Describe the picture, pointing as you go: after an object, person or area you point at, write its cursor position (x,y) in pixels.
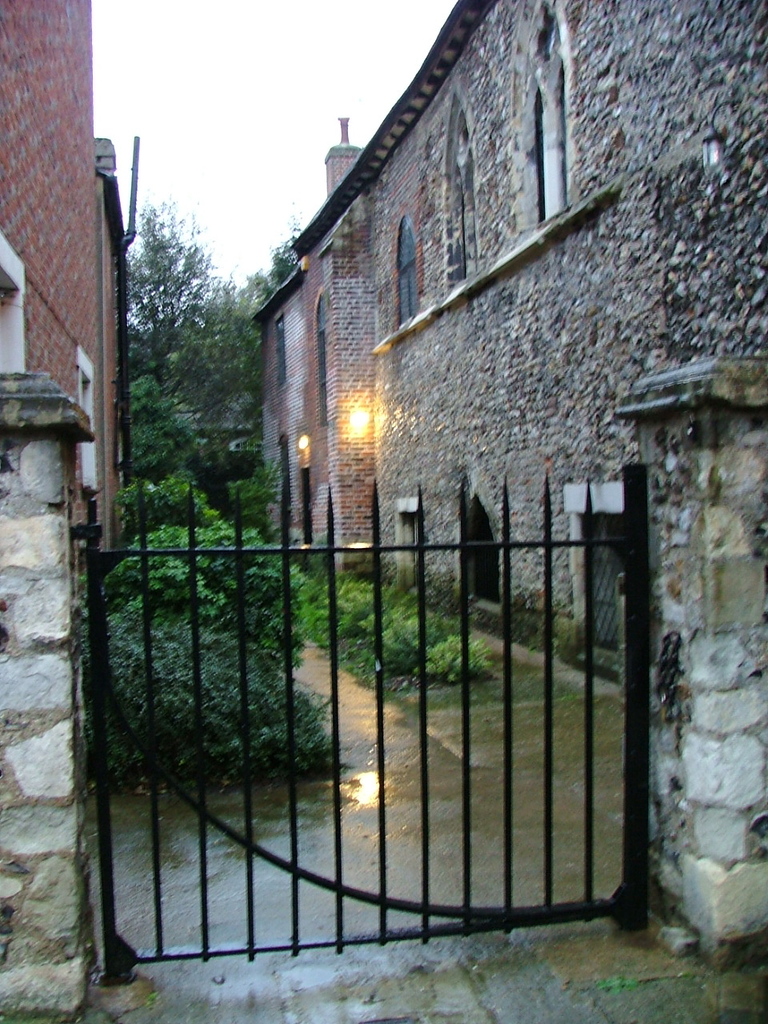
In this image we can see gate (103,666), trees (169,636), plants (249,632), buildings (450,330), light (355,419) and sky (193,66).
